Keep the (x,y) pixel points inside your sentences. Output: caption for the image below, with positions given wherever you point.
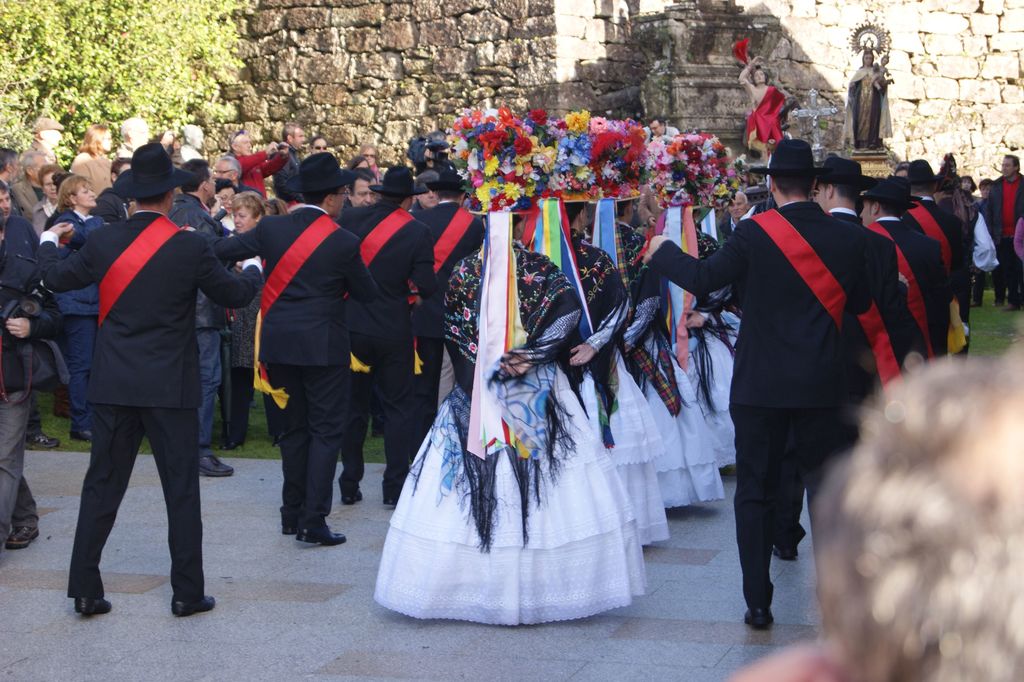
In this image I can see the group of people (351,426) with different color dresses (347,334). I can see few people (312,232) are wearing the hats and few people (517,269) are with the crowns (498,208) made up of colorful flowers (581,175). In the background (724,115) I can see the statues (773,128), wall (242,56) and the trees (198,61).
